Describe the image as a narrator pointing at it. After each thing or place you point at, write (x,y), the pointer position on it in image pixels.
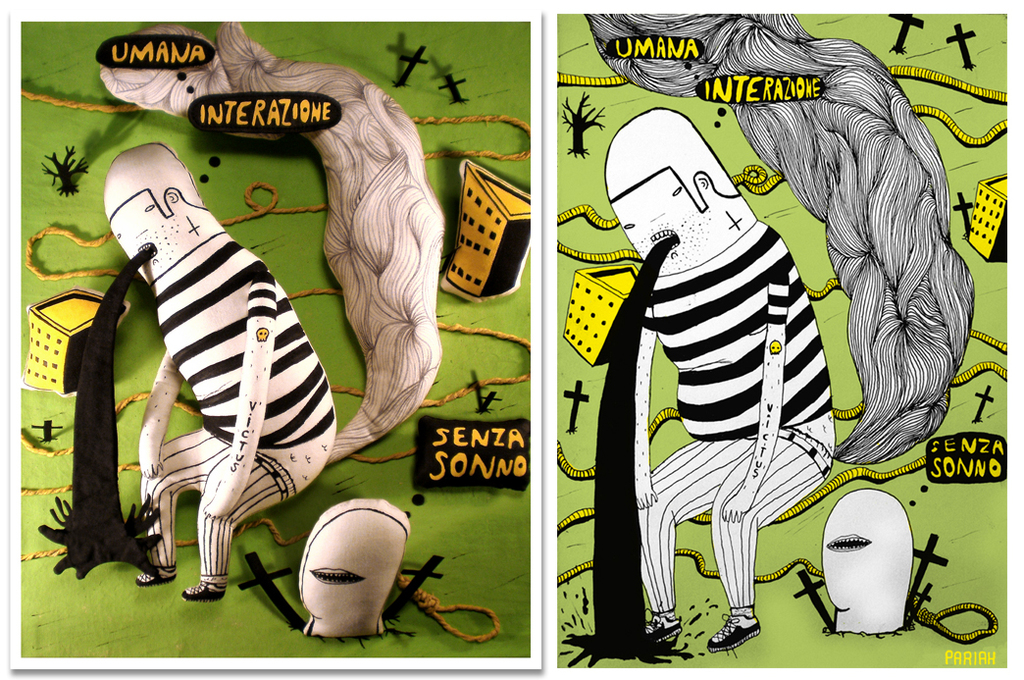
This is a collage image and here we can see cartoons (167,264), buildings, ropes (314,211) and we can see some text (211,118) and some symbols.
